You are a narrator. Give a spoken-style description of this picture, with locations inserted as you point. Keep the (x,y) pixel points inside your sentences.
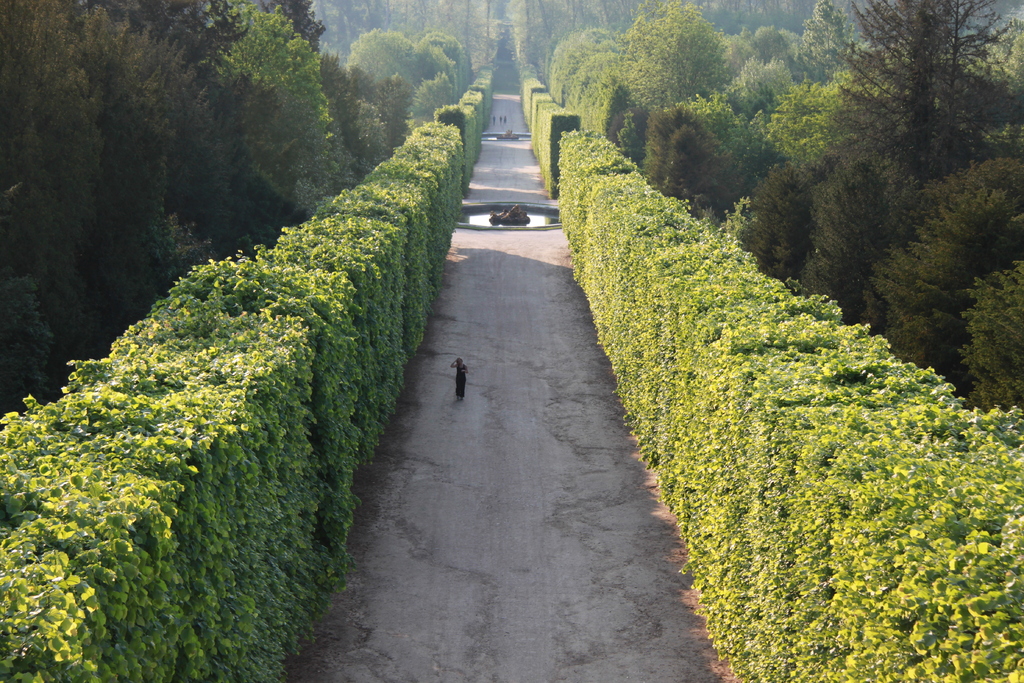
In this image we can see bushes (404,343), trees (277,46), water (490,211) and persons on the road (468,447).
